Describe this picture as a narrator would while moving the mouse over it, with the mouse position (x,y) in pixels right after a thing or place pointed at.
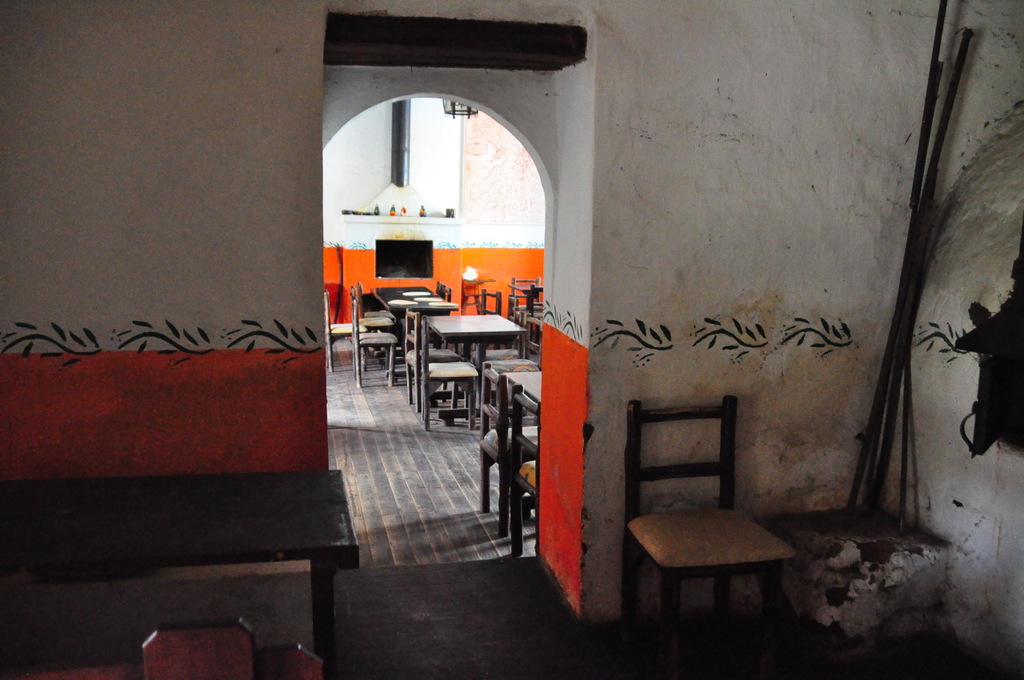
In the image we can see there are tables (101,555) and chairs (499,408) kept on the floor (392,473) and there is a fireplace (418,270) on the wall (435,169). There are paintings (195,353) on the wall (798,358).
